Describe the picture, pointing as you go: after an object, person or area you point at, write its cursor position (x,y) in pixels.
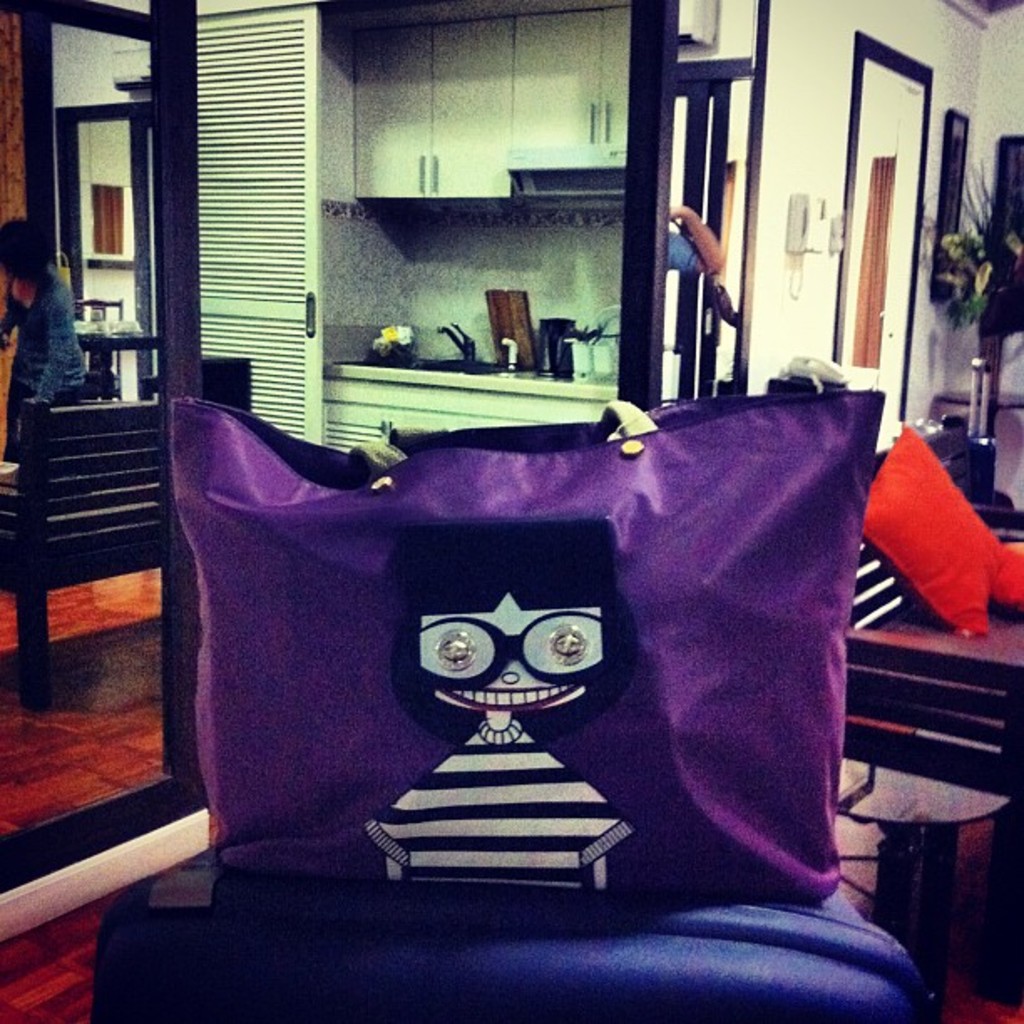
This image is taken inside a room (426,376). In the middle of the image (379,532) there is a bag (681,626) which has a cartoon girl (453,688) on it. At the background (164,624) there is a wooden work (189,222), chairs (91,485), cupboards (539,104) and shelves (471,164) and right side of the image (874,83) there is a wall (825,312) and doors (859,263) with curtains (879,254).
